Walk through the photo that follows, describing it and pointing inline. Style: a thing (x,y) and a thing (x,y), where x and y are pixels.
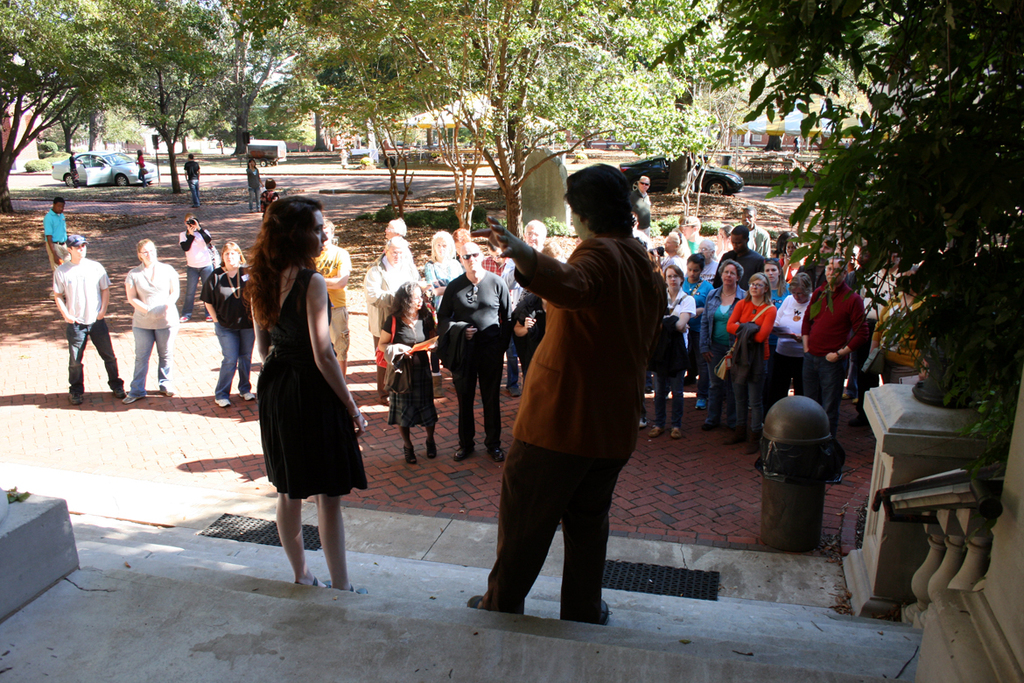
In the image we can see there are many people (604,319) around, standing, they are wearing clothes (533,356), shoes (311,587) and some of them are wearing cap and goggles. We can even see there are vehicles (93,171) and trees (962,267). Here we can see the fence (928,575), stairs (451,586), footpath (172,453) and garbage bin (793,457).
